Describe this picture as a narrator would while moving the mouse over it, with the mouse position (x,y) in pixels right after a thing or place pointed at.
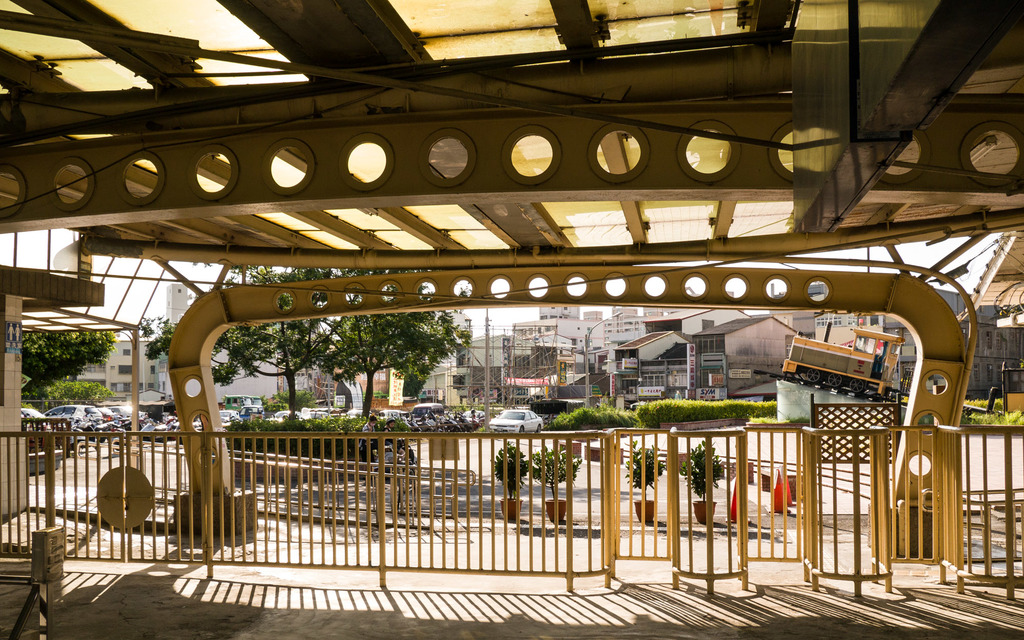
In this image I can see the shed (284,265) and the railing (711,535). In-front of the railing (545,530) I can see the iron rods (372,503), flower pots (550,501) and the train engine (836,374) on the track (774,376). In the background (613,410) I can see the plants (631,426), many vehicles (397,455) and few people (373,451). I can see many trees (89,352), poles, buildings (524,351) and the sky (545,286).
